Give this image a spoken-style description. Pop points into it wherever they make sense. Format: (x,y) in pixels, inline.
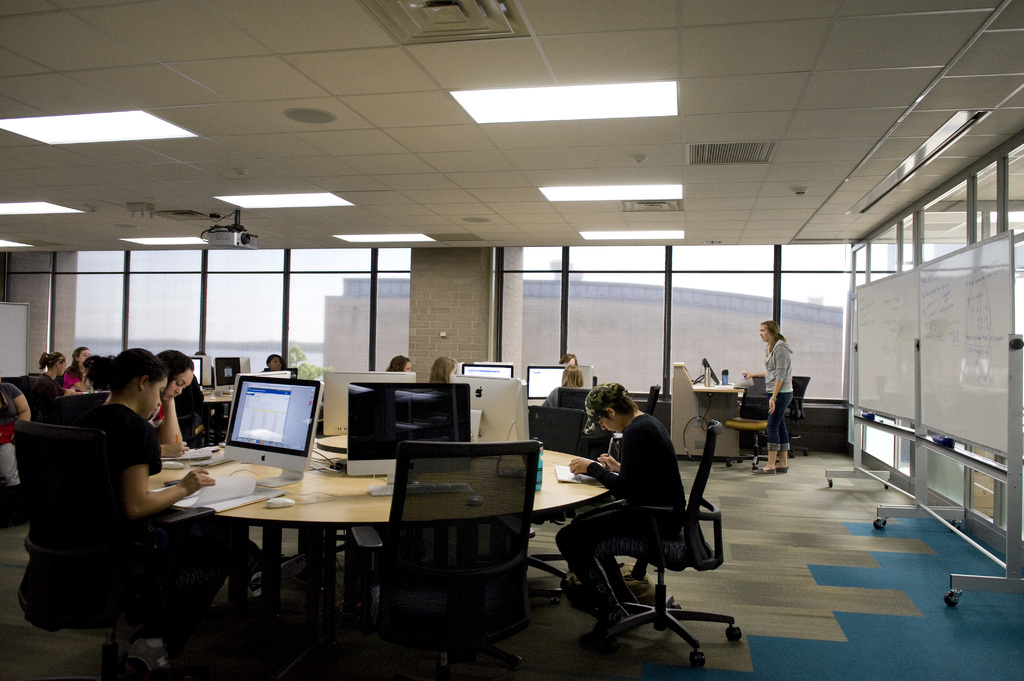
there is a table (378,514) on which there are many computer screens (377,438). people (120,453) are sitting around tables (564,490). at the right (924,368) there are white boards (909,351). at the back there are windows (846,396) and at the top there is a projector (228,238).
